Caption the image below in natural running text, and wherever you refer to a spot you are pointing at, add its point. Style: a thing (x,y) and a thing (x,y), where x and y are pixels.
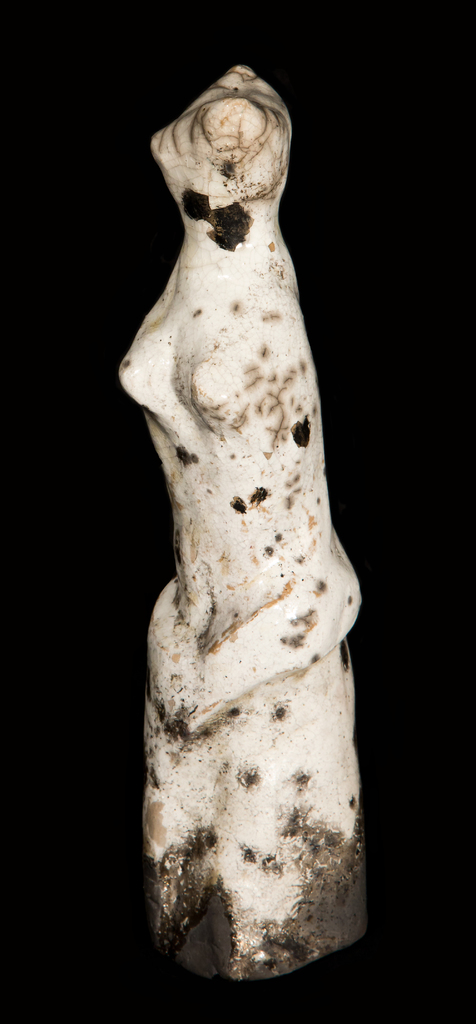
In this picture we can see a sculpture (272,885). Background (464,176) is black in color.
